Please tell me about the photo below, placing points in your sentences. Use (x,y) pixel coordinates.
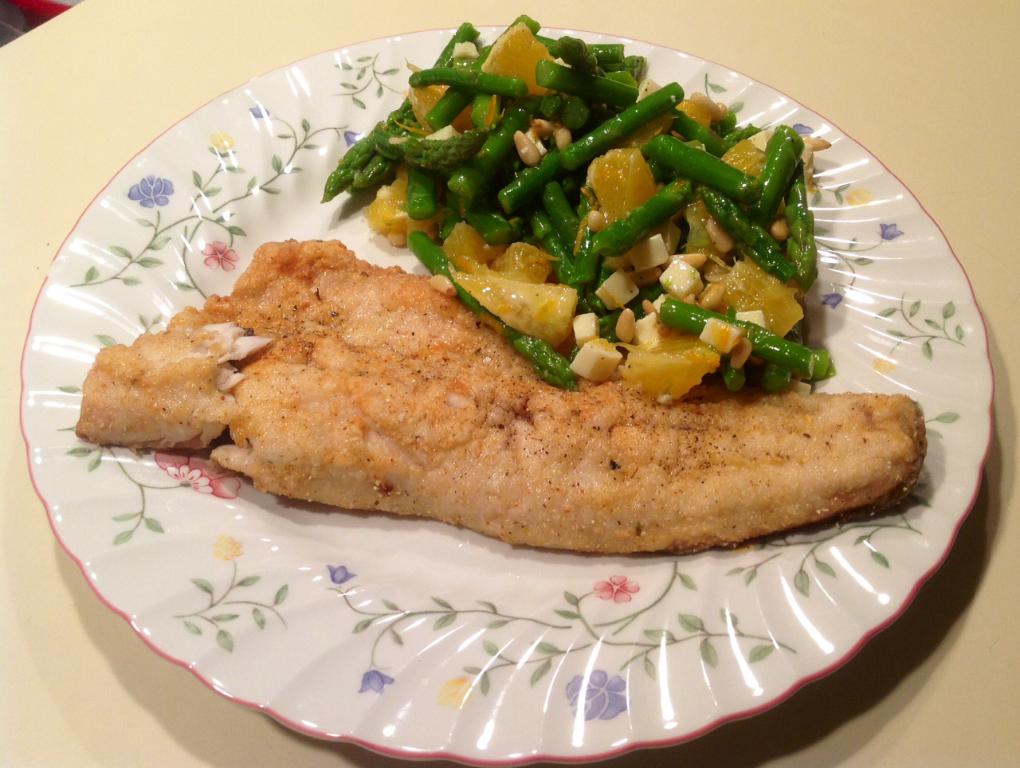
In this picture there is a plate (723,572) on the table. In the plate (391,615) there is a meat (698,423) and some veggies (659,162).
